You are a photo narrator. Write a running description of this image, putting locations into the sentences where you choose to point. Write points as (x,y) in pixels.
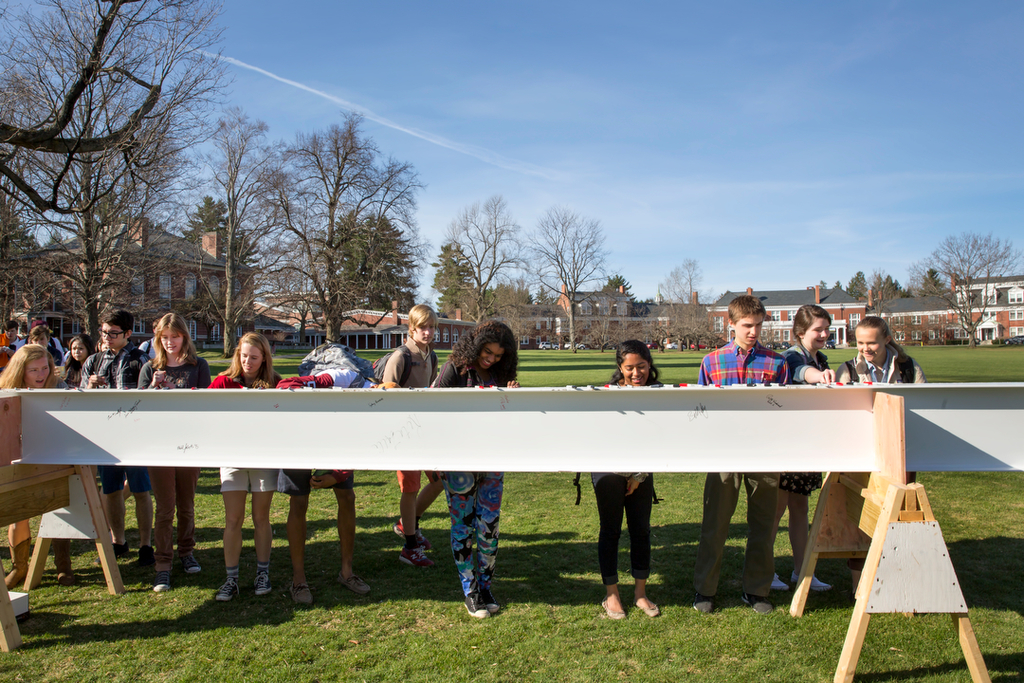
In this image there are a few people (15,380) standing in front of the platform (817,444) on the wooden stand (58,487). Behind them there are trees (14,215), buildings (567,312), cars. At the bottom of the image (234,653) there is grass (414,646) on the surface (429,639). At the top of the image (656,90) there is sky (732,86).
